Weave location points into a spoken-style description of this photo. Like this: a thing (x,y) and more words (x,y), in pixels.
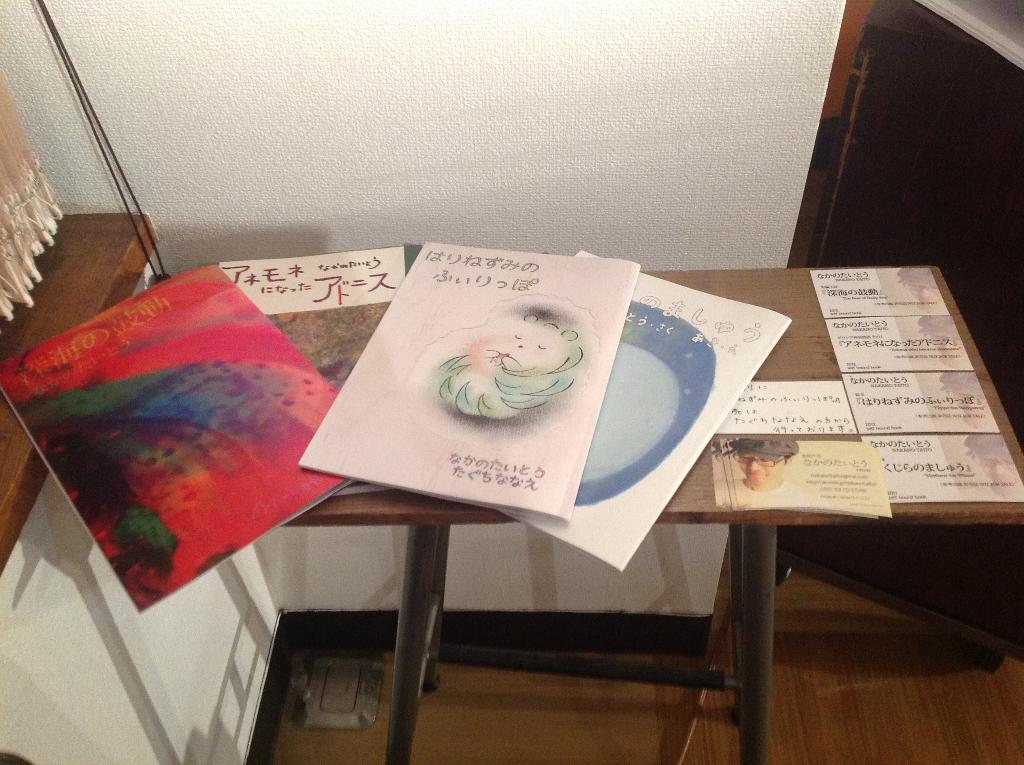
There is a table (779,373). On the table (803,343) there are some books (469,395) and some notices (885,371) are posted on the table (814,334). On the side there is a curtain (37,220) and a cup board (80,255). In the background (365,231) there is a wall (501,141).
